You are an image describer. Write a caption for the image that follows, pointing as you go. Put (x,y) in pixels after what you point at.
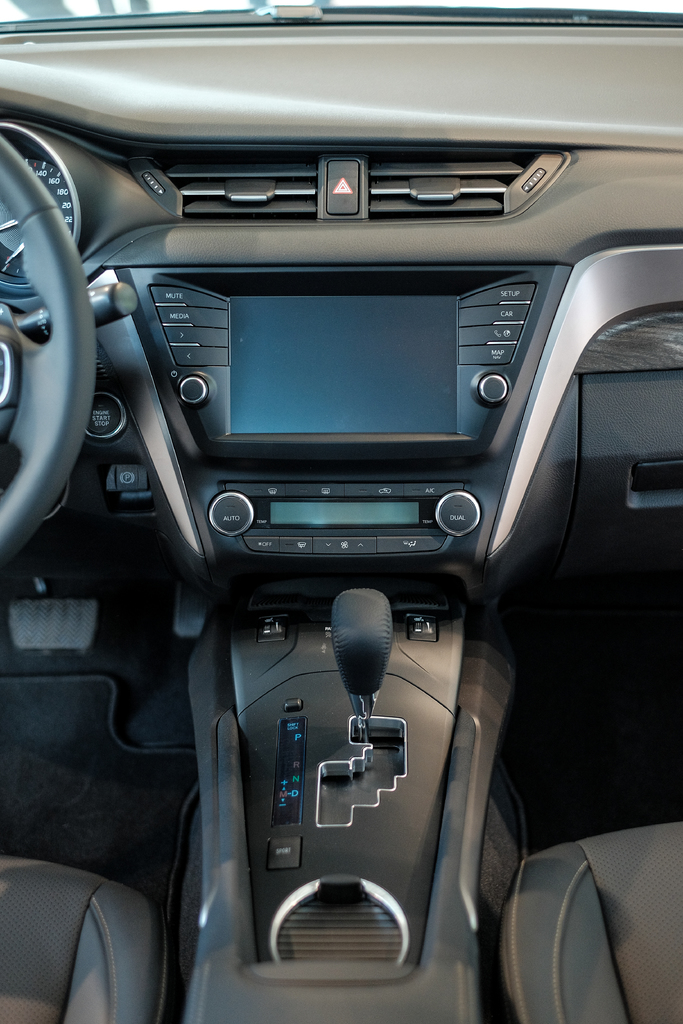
This is the inside view of the car (317,505) where we can see there is a gear rod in the middle (344,631). On the left side (42,414) top there is a steering (30,379). At the top (332,341) there is music system (307,399). At the bottom (88,933) there are seats (67,943) on either side of the image. In front of the steering (36,205) there are speed meters (59,166). In this image we can see the overall view of the car (280,497) from inside.
